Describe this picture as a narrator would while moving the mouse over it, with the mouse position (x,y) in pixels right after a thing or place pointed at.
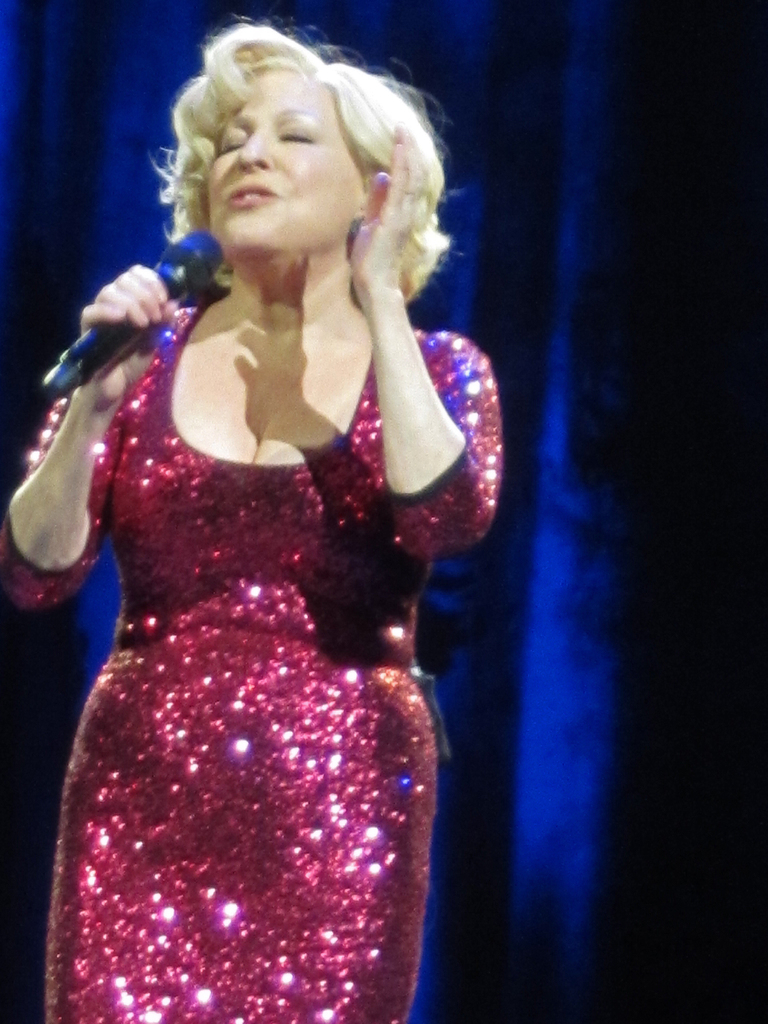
In this image I can see a person (124,427) standing, holding a microphone (203,257) and singing. The person (185,528) is wearing maroon color dress (204,691), background (539,662) I can see blue color curtain (560,657).
